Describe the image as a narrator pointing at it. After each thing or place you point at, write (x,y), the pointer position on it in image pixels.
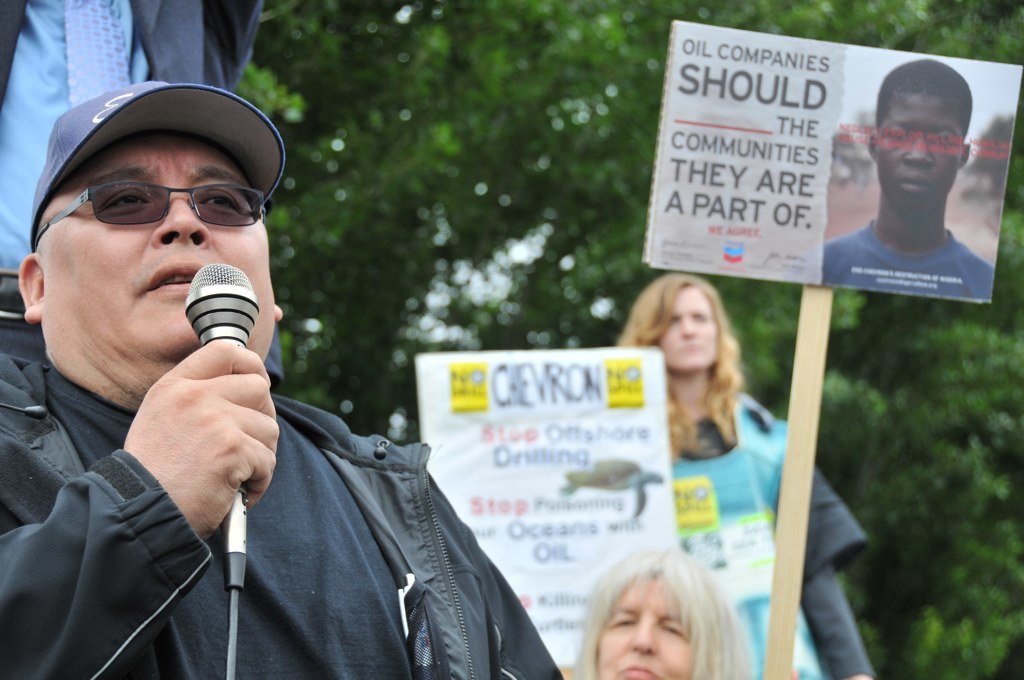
This image is clicked at outdoor. On the left (115,346) there is a man (147,400) he wear black jacket (430,573) and t shirt (298,571) he is holding a mic (215,326) he is speaking. In the middle (663,340) there are two women (650,571) they are staring at something. In the right (814,161) there is a poster (858,192). In the background (555,61) there are many trees (446,126).
